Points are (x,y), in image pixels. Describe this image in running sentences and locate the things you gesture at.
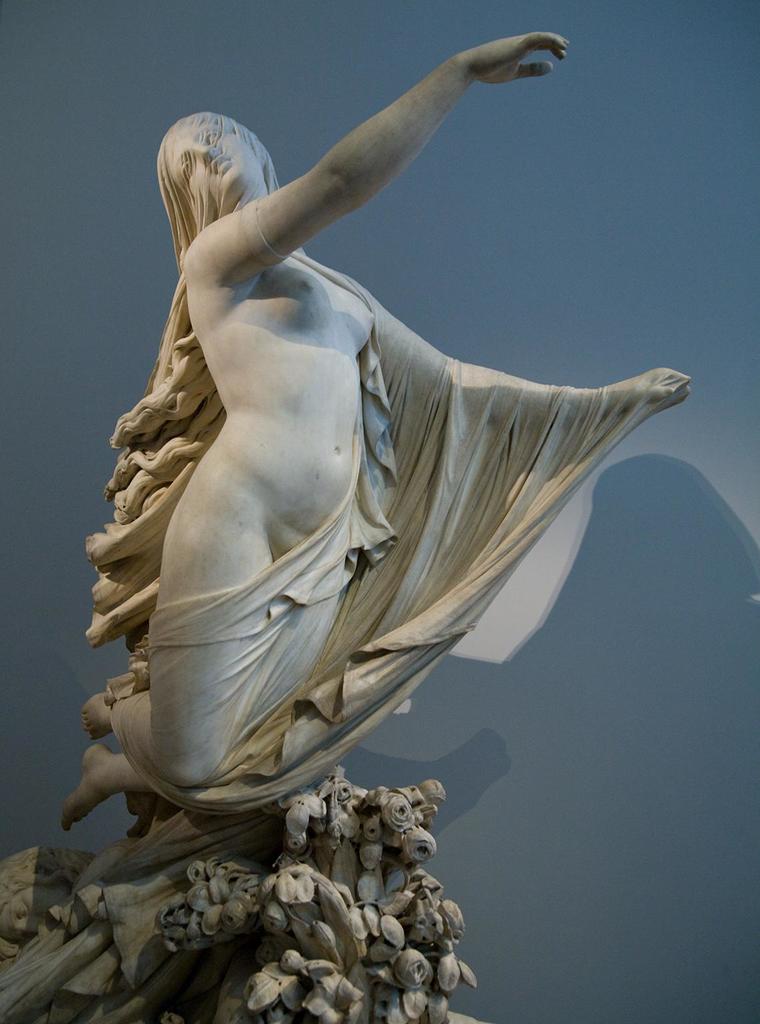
In the foreground of this image (280,187), there is a sculpture (309,432). In the background (565,221), there is a wall (575,187) and the shadow (675,659).
